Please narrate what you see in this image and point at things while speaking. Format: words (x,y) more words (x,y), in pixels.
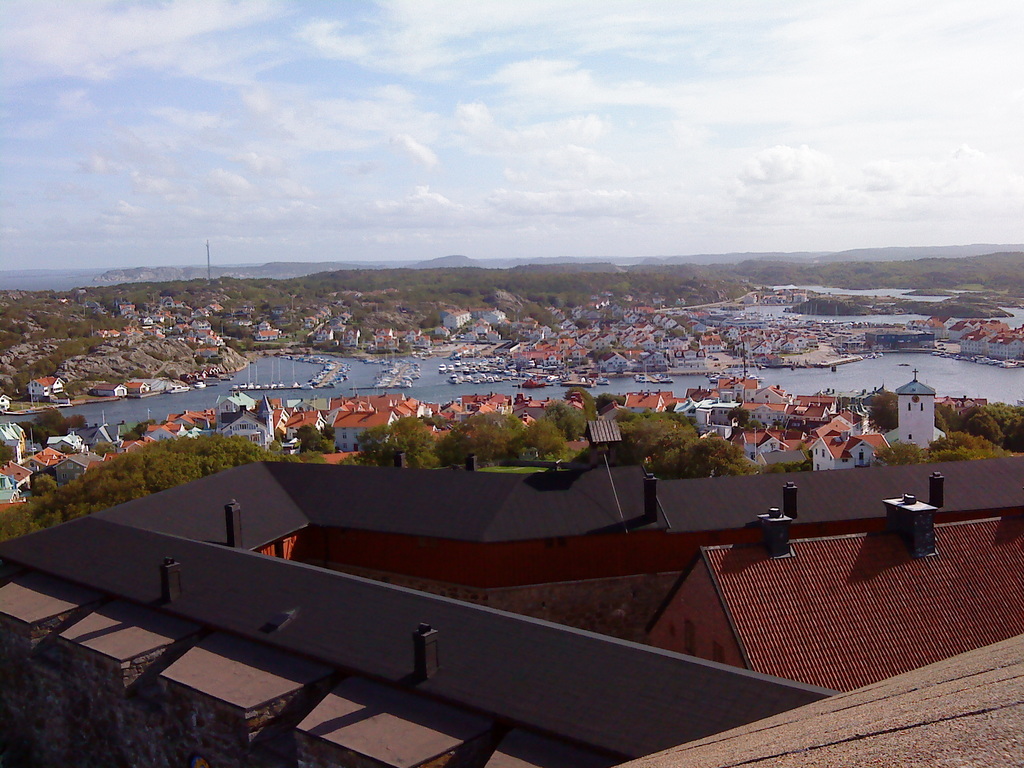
In this image I can see number of buildings (459,349) and trees (883,395). In the center of this picture (359,389) I can see the water (367,373) on which there are boats (382,372). In the background (241,172) I can see the sky (519,105).
